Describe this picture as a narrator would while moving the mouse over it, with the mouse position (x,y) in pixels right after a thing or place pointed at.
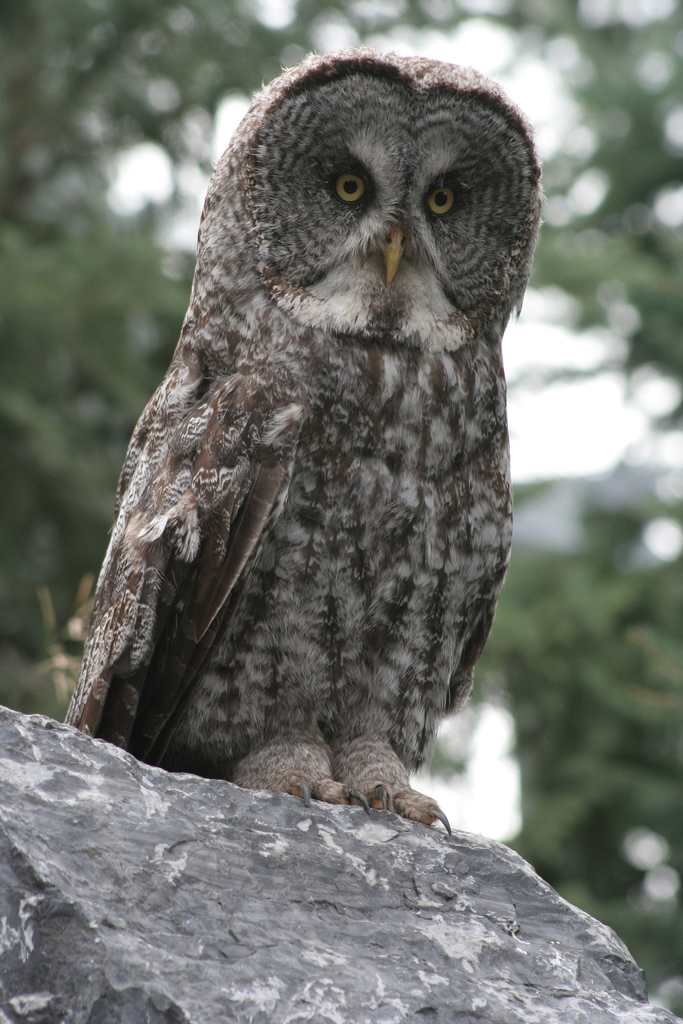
In this image I can see an owl (311,673) on the rock (407,867). In the background (81,550) I can see few trees (81,550) in green color and the sky (490,50) is in white color.
